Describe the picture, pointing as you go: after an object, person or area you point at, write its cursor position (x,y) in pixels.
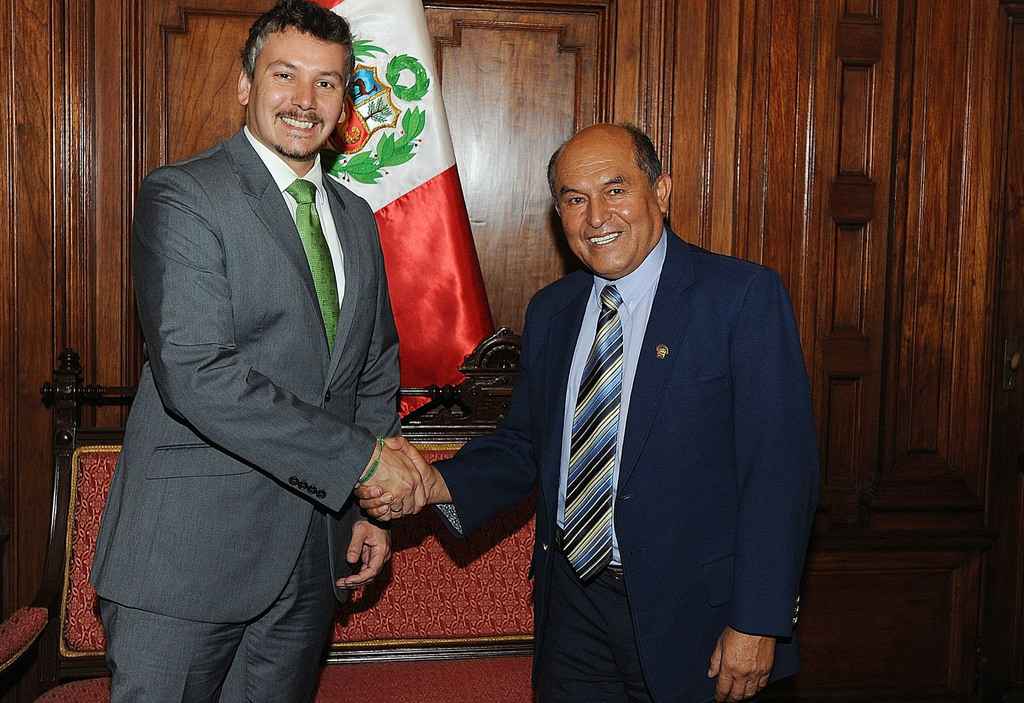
In this image in the center (381,378) there are two persons (632,383) standing, and they are shaking hands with each other and smiling. And in the background (467,612) there might be a chair (478,397), flag (459,319) and wooden door (750,177).
